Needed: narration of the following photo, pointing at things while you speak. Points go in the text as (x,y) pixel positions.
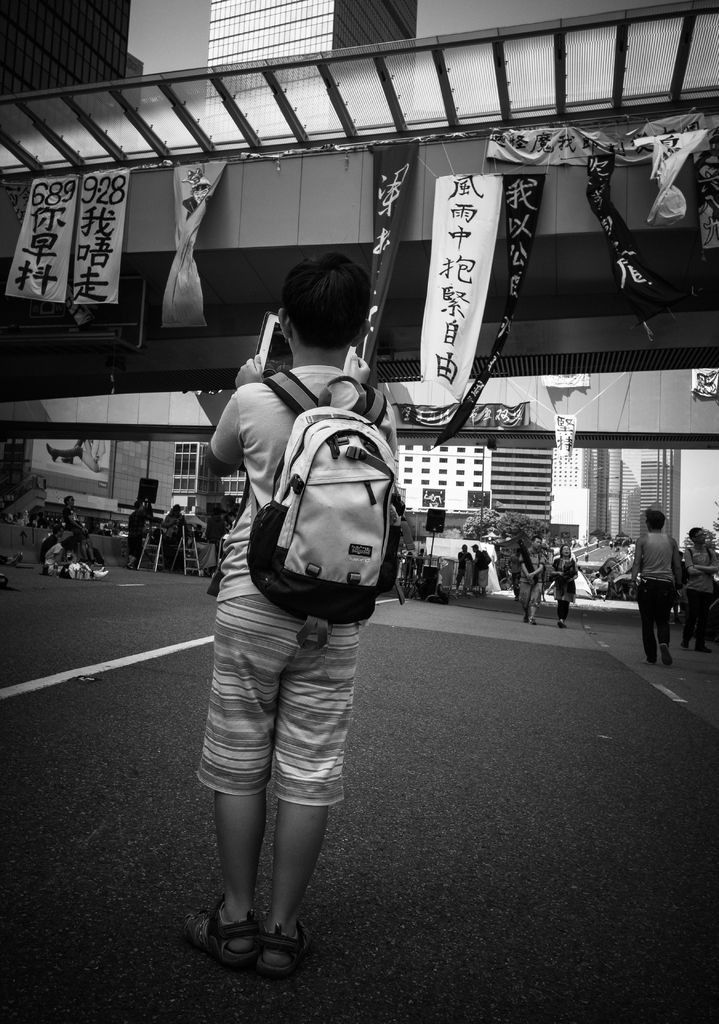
In this picture a guy (285,711) is shooting the scene with a tablet (278,367) in his hand (247,376). In the background (282,206) we observe a building (173,206) with chinese labels (180,230) attached to it. There are many people (688,570) in the background (53,518).
